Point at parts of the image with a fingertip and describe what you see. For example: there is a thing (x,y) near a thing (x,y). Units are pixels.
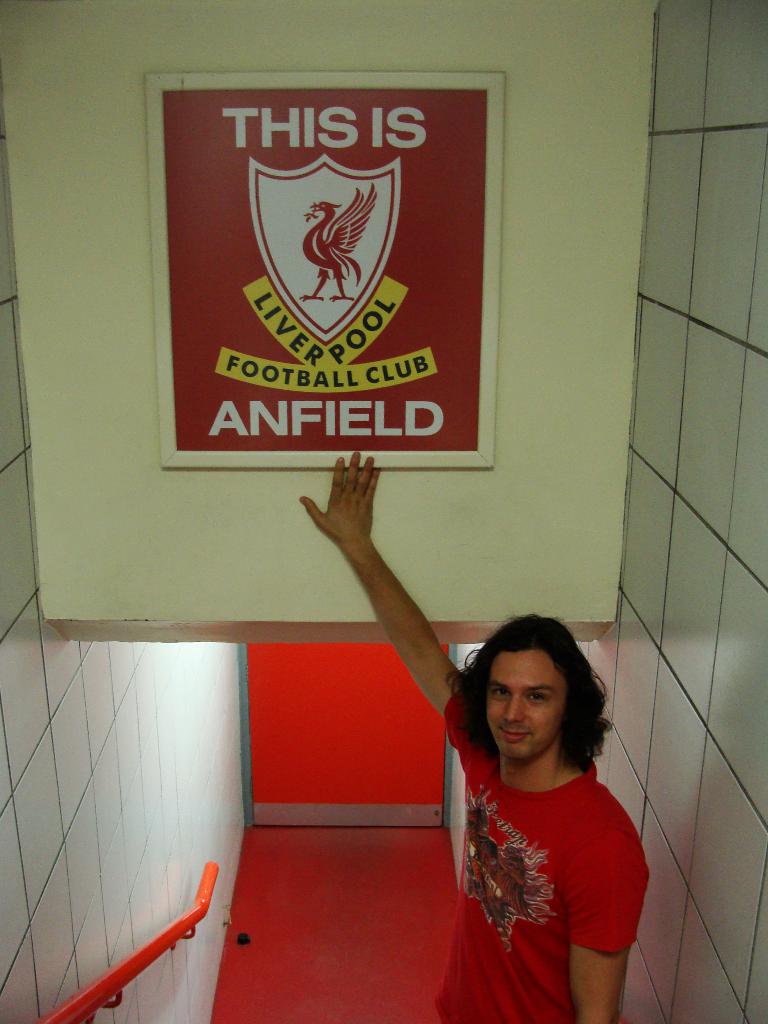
In the center of the image (510,677) we can see a man (508,740) standing and smiling. He is placing his hand (347,499) on the board (383,379). In the background (161,792) there are walls (651,886) and a railing (166,940).
